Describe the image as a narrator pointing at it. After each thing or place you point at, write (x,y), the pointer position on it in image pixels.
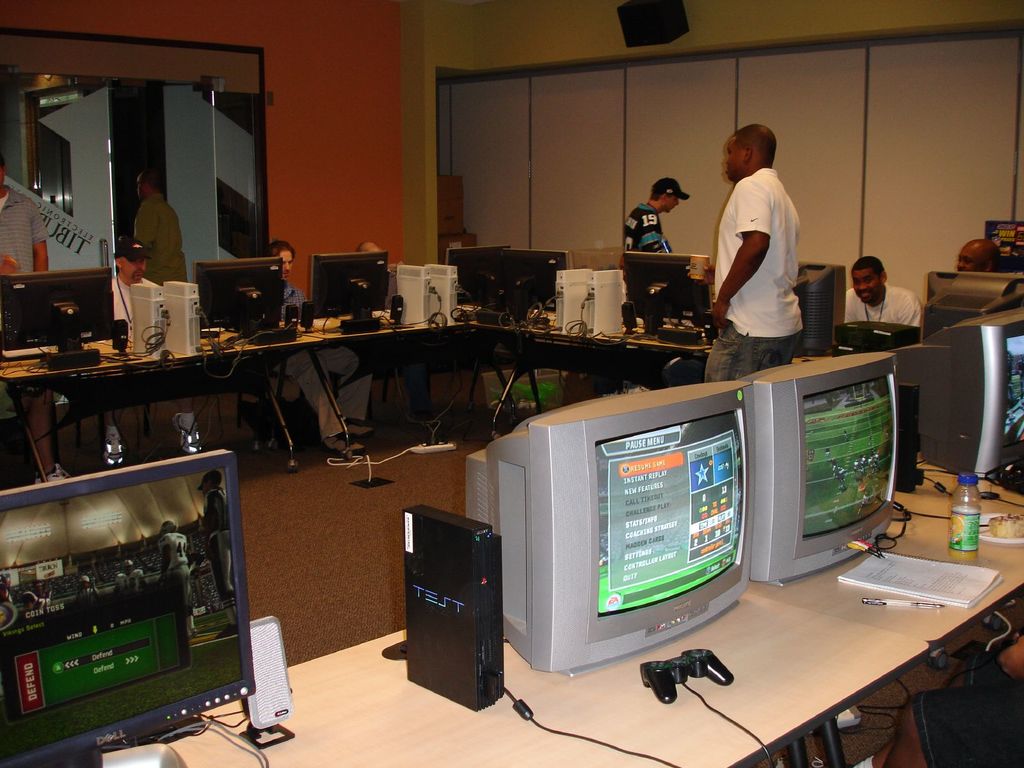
In this image I can see few systems (564,323) on the table (775,646). I can also see few people (754,210), some are sitting and some are standing. In front (731,349) the person (786,284) is wearing white and gray color dress (736,322). In the background (377,64) I can see the wall (346,79) in orange and cream color.
